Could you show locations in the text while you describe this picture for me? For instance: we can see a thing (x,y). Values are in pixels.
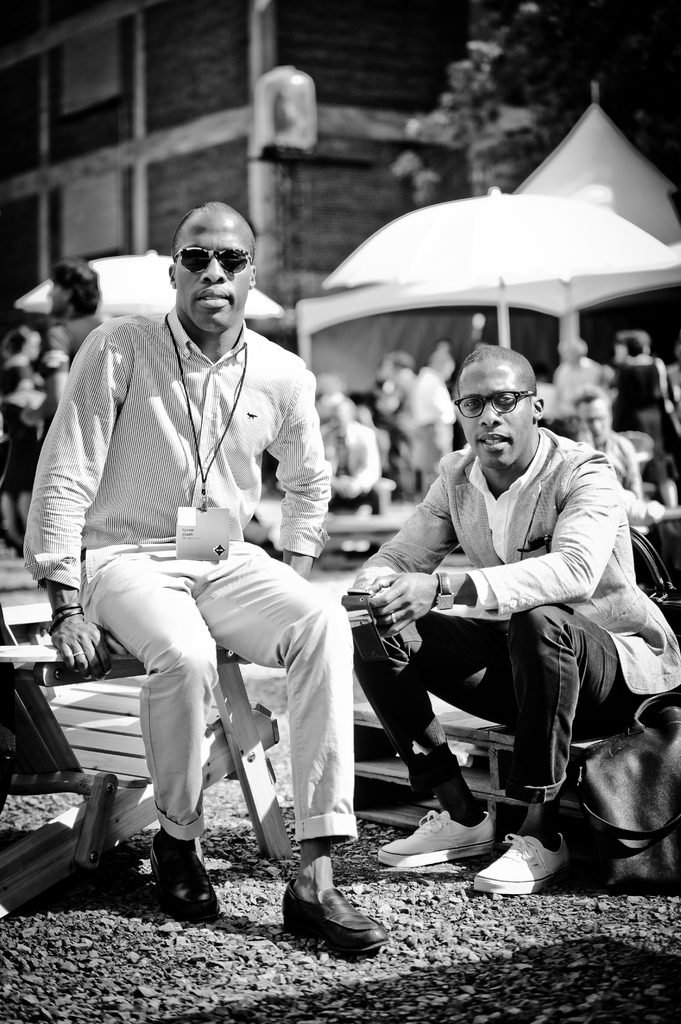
It is a black and white image. In this image we can see two persons (582,541) wearing glasses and sitting on the benches (138,775) which are on the ground (412,895). In the background (94,302) we can see the building (376,87), tree (547,62) and also tents (172,298) and some people (437,381).
